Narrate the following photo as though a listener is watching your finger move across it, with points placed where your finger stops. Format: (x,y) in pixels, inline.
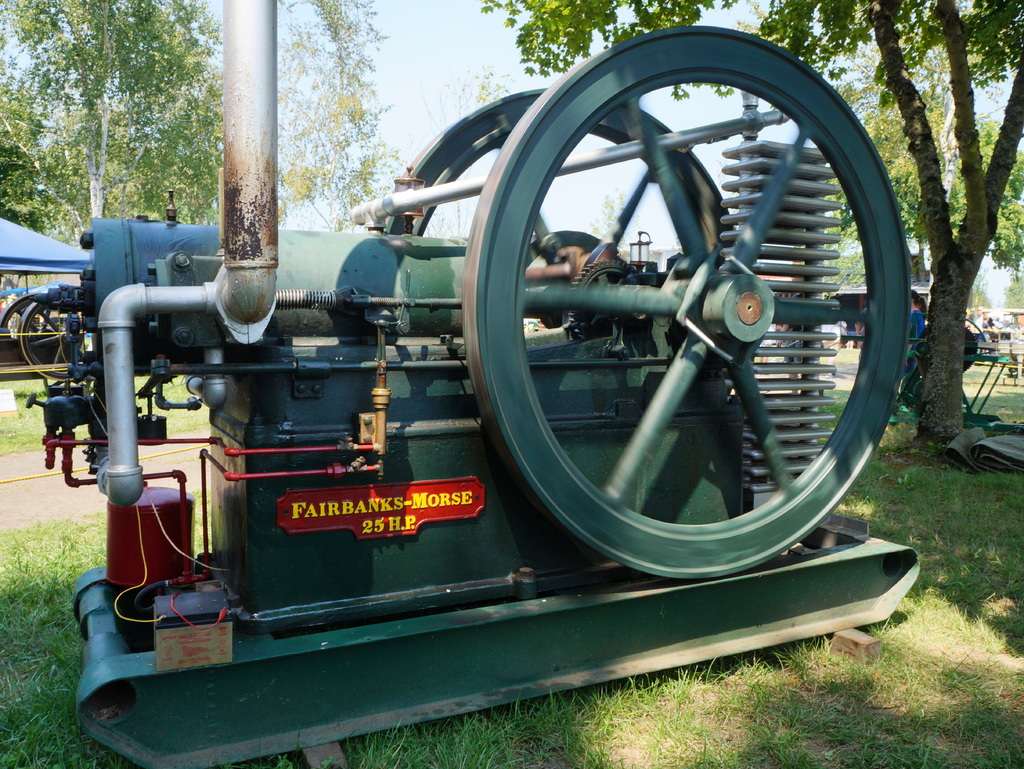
In this image we can see a machine (388,555) on the grassy land (550,713). Behind the machine (441,567), trees (93,54) and sky (992,299) is there. Left side of the image (26,245) blue color shelter (19,245) is there.
